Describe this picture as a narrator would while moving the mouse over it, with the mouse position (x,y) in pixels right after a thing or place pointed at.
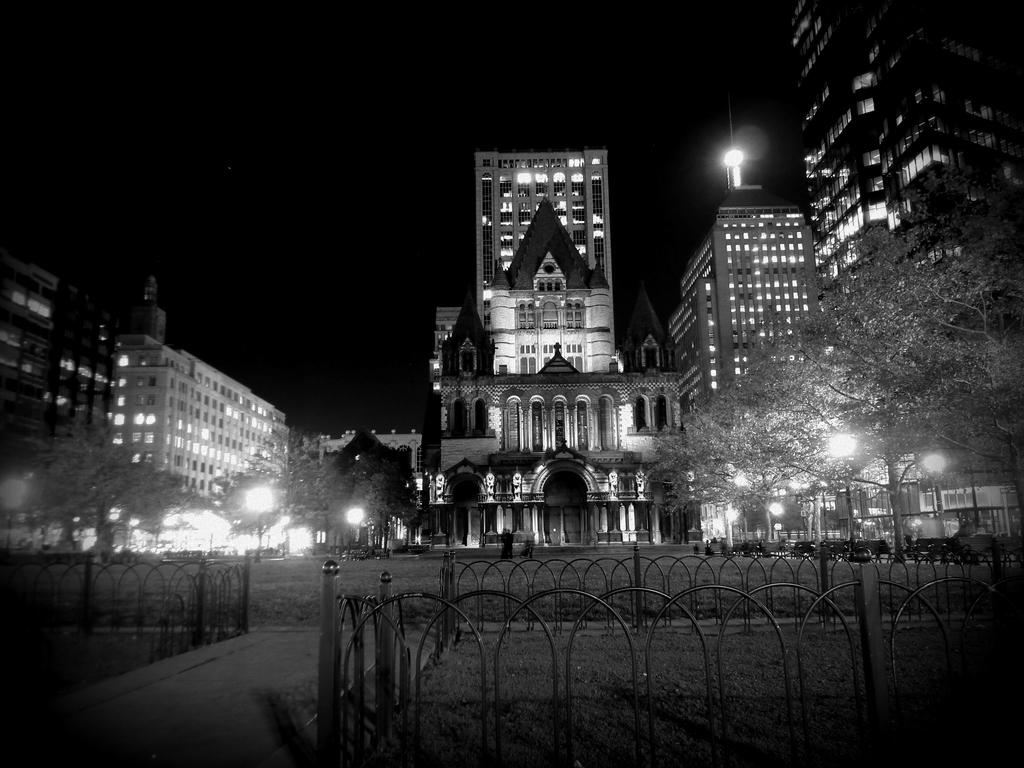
This picture is a black and white image. In this image we can see the buildings (711,303), one light (740,172) on the top of the building (731,261), one place (481,520) in the middle of the image (533,508), some lights (728,509), two persons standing on the ground (507,563), some objects (964,552) on the ground (522,576), some fences (859,578), some trees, bushes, plants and grass (643,578) on the ground (892,568). The background (1010,113) is dark.
